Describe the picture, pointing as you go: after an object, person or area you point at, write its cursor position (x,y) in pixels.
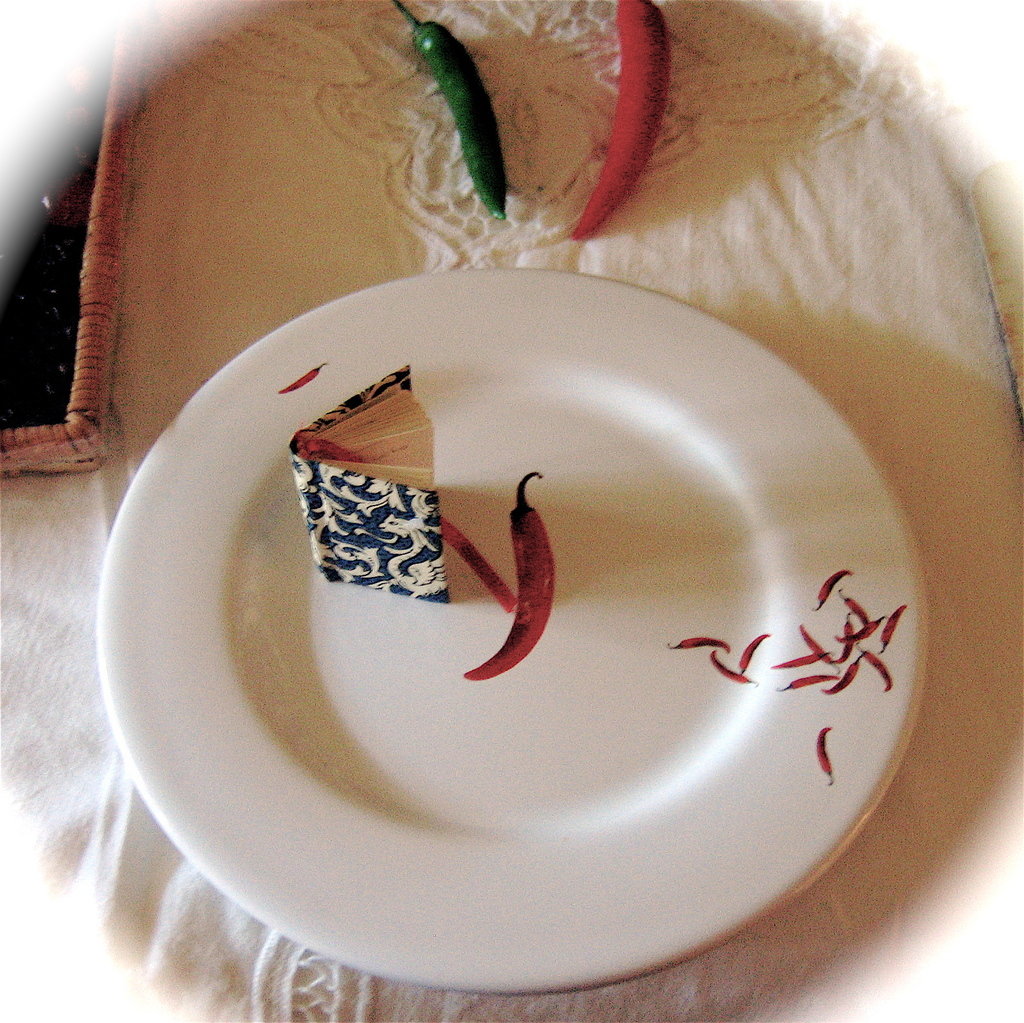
In the picture we can see book (373,519) which is in white color plate (464,500) and we can see red and green chillies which are on the surface (522,109).
